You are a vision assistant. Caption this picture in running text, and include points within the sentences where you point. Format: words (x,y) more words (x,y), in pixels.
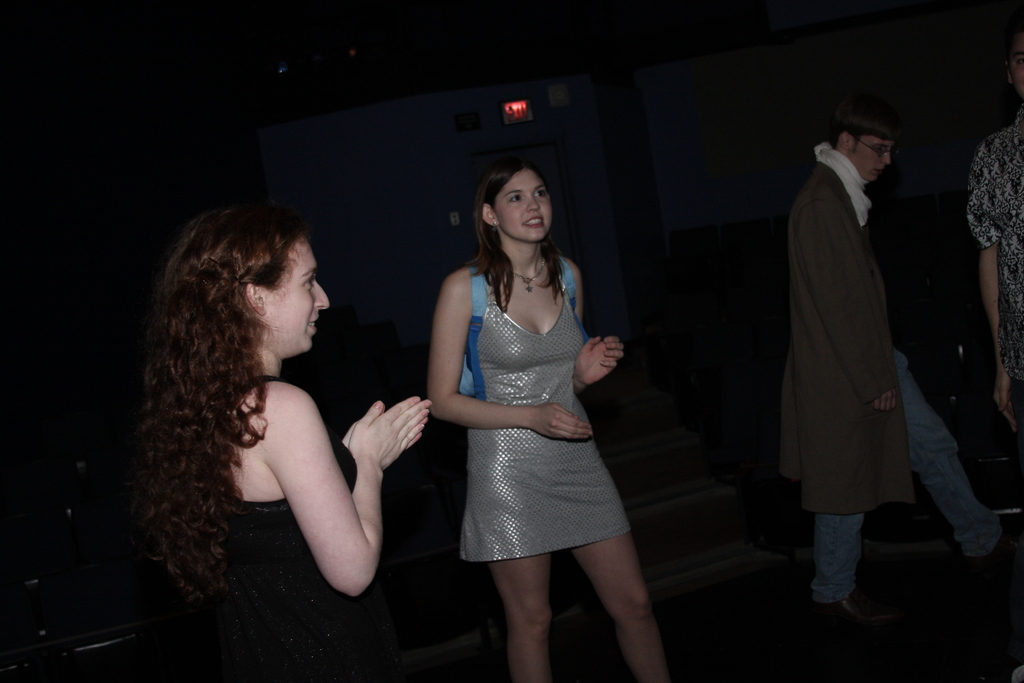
In this image we can see there are group of people (577,497) standing, they are smiling, the background (737,340) is dark.
